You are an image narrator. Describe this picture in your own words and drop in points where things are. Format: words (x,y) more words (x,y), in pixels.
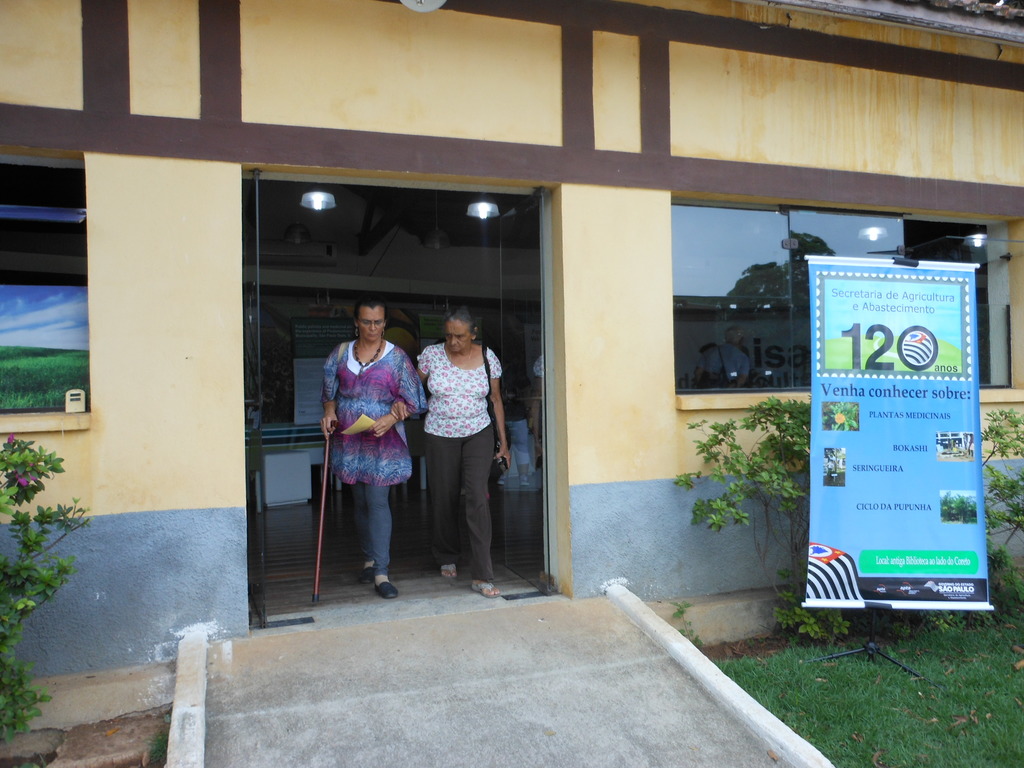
In this image we can see two persons (428,380) walking on the path (380,632). We can also see the banner (862,542), plants (17,551), grass (789,690) and also the building (461,294) with the windows (989,269) and lights (476,214). We can also see the floor (292,524).
